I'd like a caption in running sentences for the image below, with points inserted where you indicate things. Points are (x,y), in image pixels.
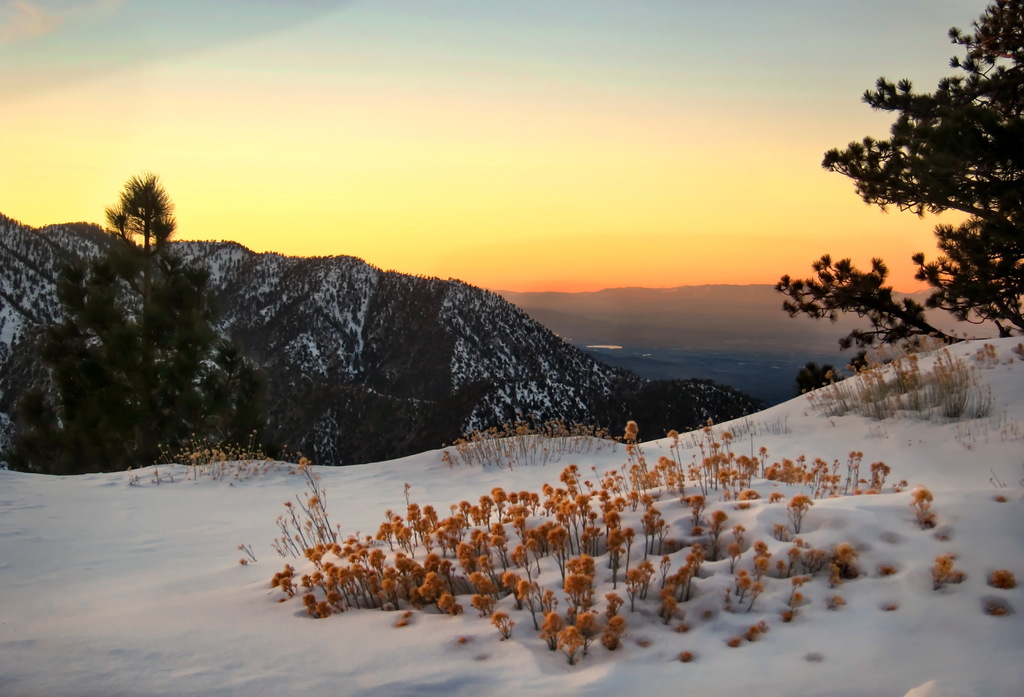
In this picture I can observe some snow (181,553) on the land (164,565). I can observe some trees (176,295) and hills (380,315). In the background (636,118) there is sky (618,118).
